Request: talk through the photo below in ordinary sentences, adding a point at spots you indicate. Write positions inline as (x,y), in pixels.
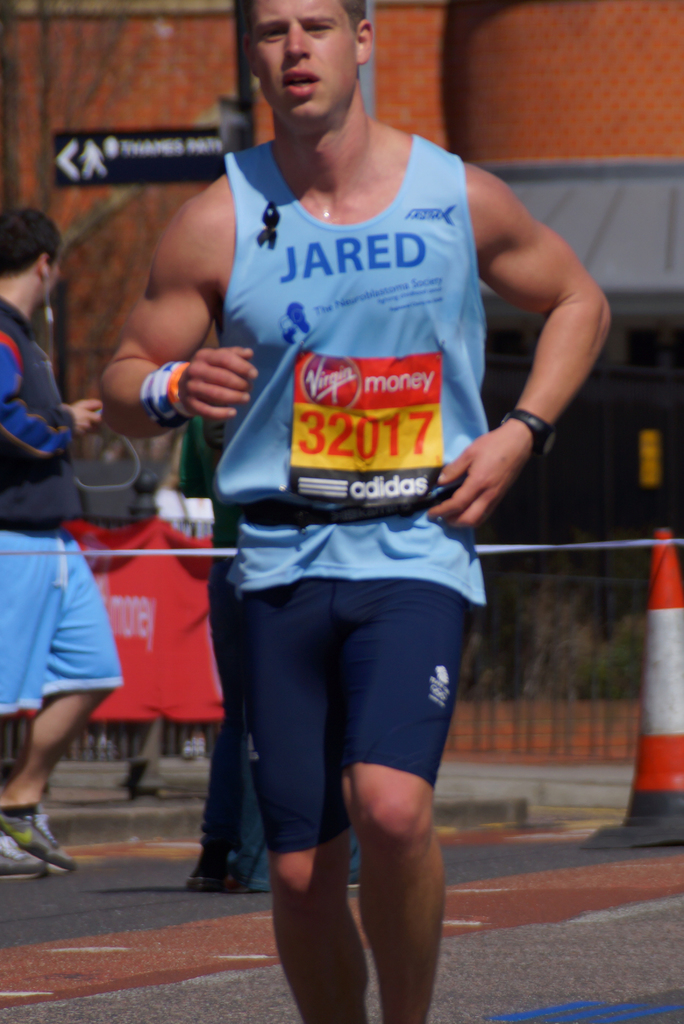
In this image we can see a person (477,490) running on the road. On the backside (230,766) we can see a traffic pole (609,834), ribbon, a person (44,758) standing, a sign board (107,174) to a pole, a fence (144,523) and a wall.
